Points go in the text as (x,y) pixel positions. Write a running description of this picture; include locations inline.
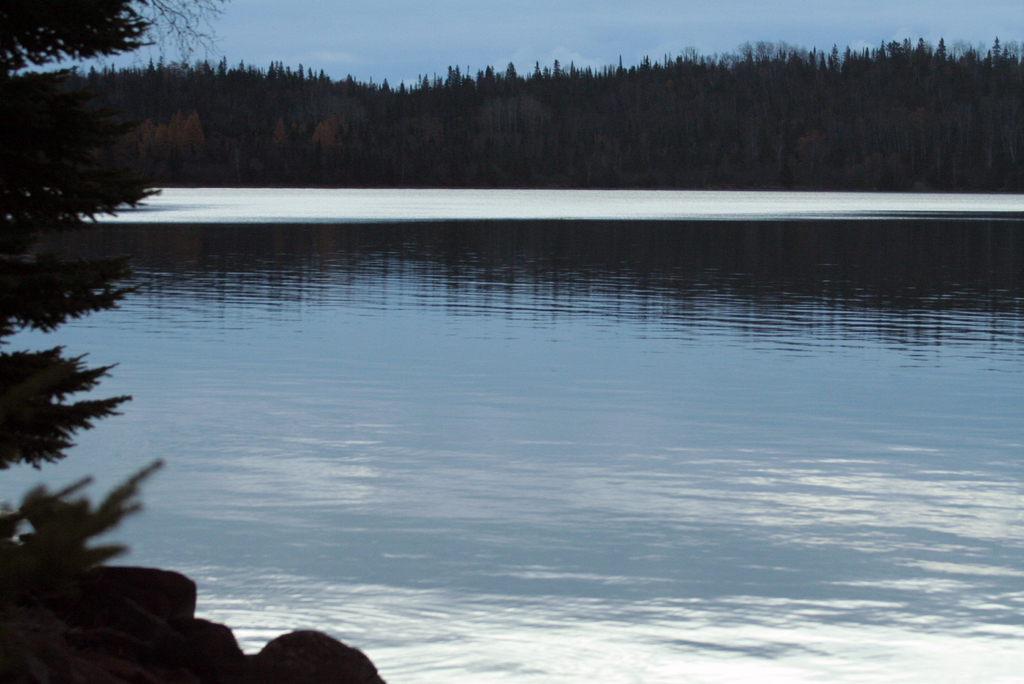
In the foreground of the picture (584,613) there is water (579,390). On the left (108,607) there are stones (139,622) and trees (61,149). In the center of the background (750,88) there are trees (640,113). Sky (384,48) is cloudy.
